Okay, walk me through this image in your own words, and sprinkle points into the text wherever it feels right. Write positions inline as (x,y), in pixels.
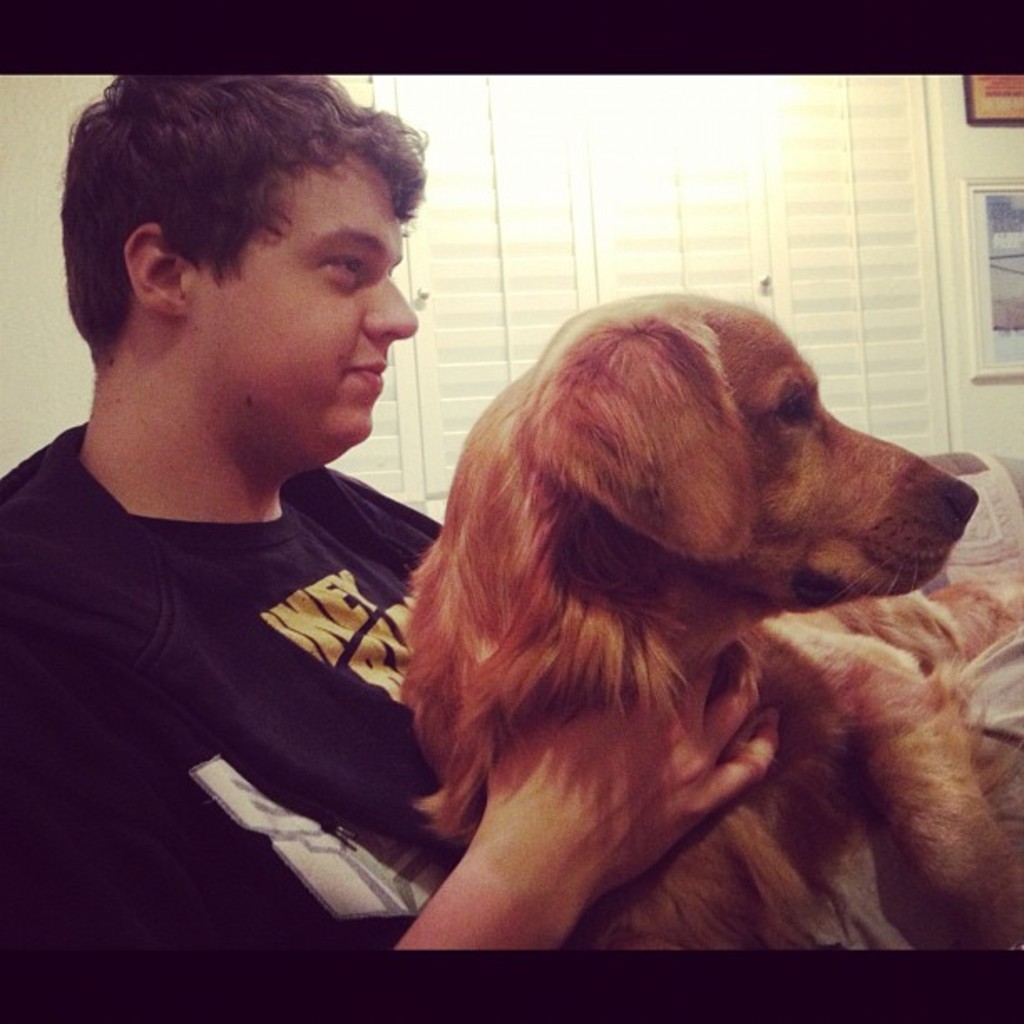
A man (157,667) wearing a black t shirt (273,643) is holding a brown dog (716,551). In the background (714,230) there are doors (647,191), wall (41,315) and photo frames (994,348).
